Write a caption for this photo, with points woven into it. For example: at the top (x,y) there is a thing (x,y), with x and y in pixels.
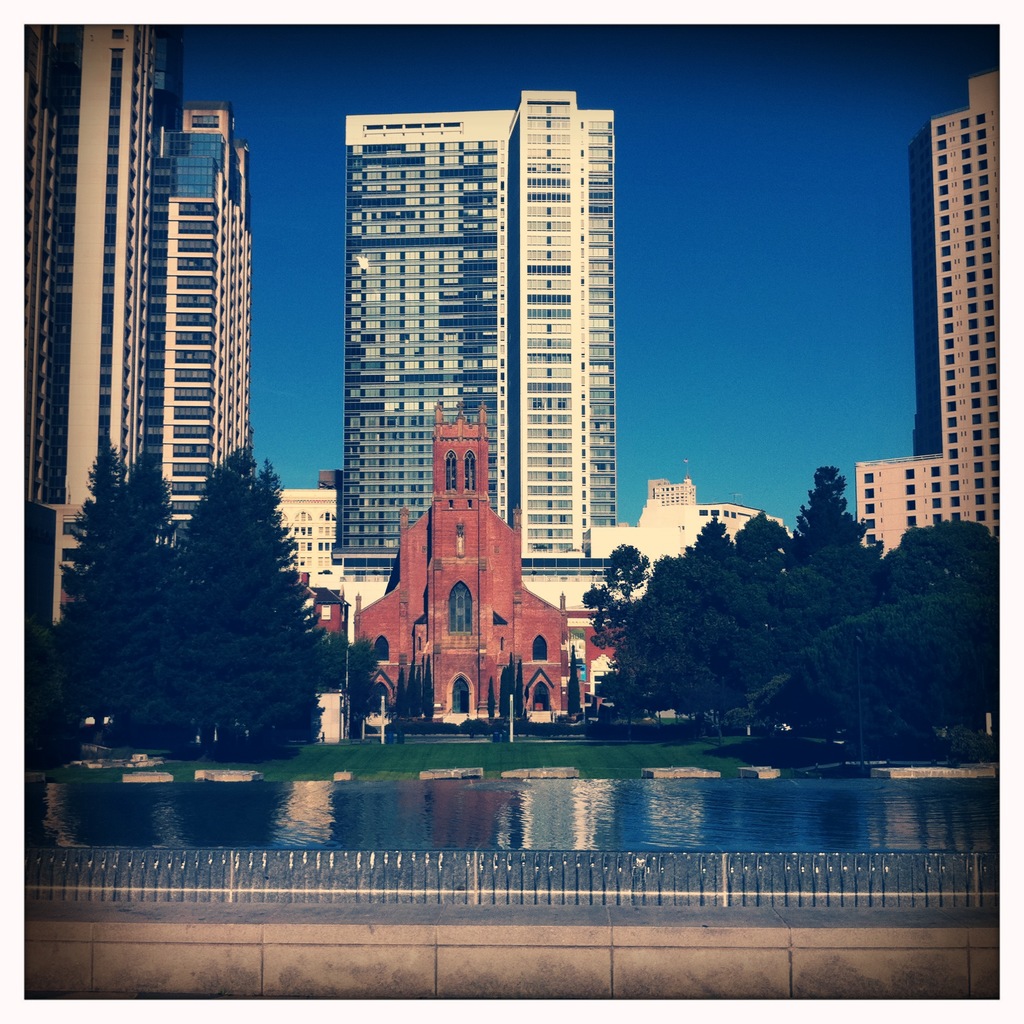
In the background (824,282) we can see the sky (824,317) and skyscrapers (966,371) and a building (446,594). On the right (801,601) and the left side of the picture (164,548) we can see trees (686,589). We can see water (710,802), grass (546,749) and the fence (615,851).
